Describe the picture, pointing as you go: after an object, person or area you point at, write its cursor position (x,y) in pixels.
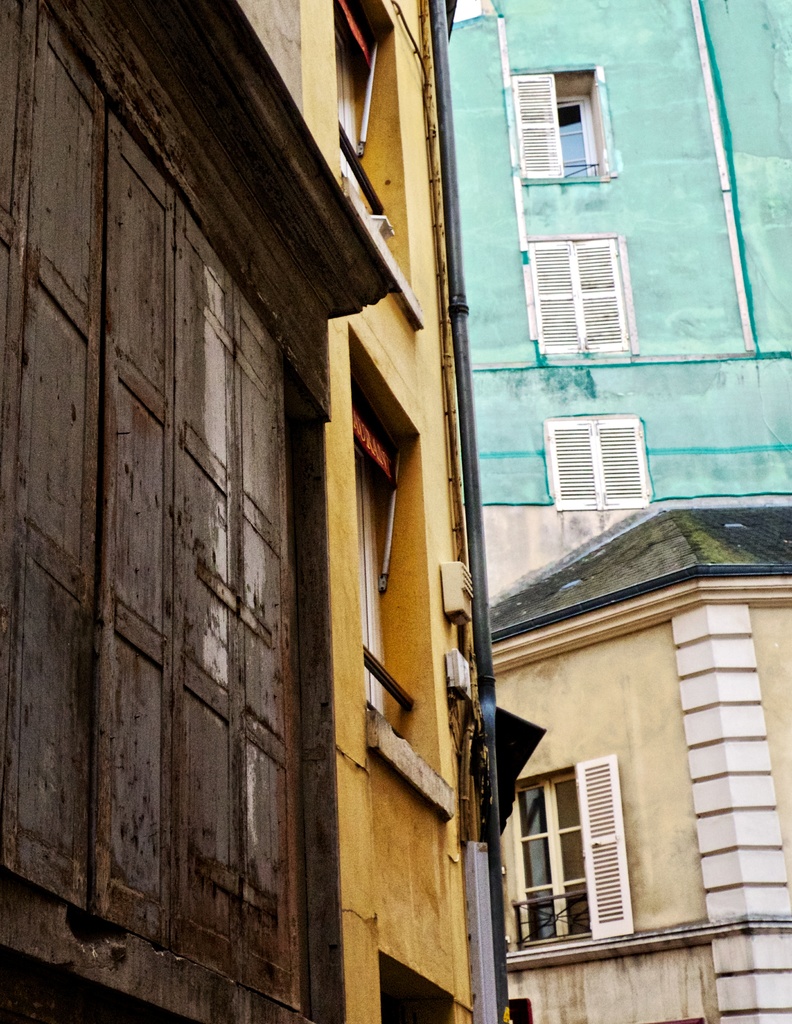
In the image we can see building (541,552), the windows (572,463) of the building (633,642) and pipe (440,124).
